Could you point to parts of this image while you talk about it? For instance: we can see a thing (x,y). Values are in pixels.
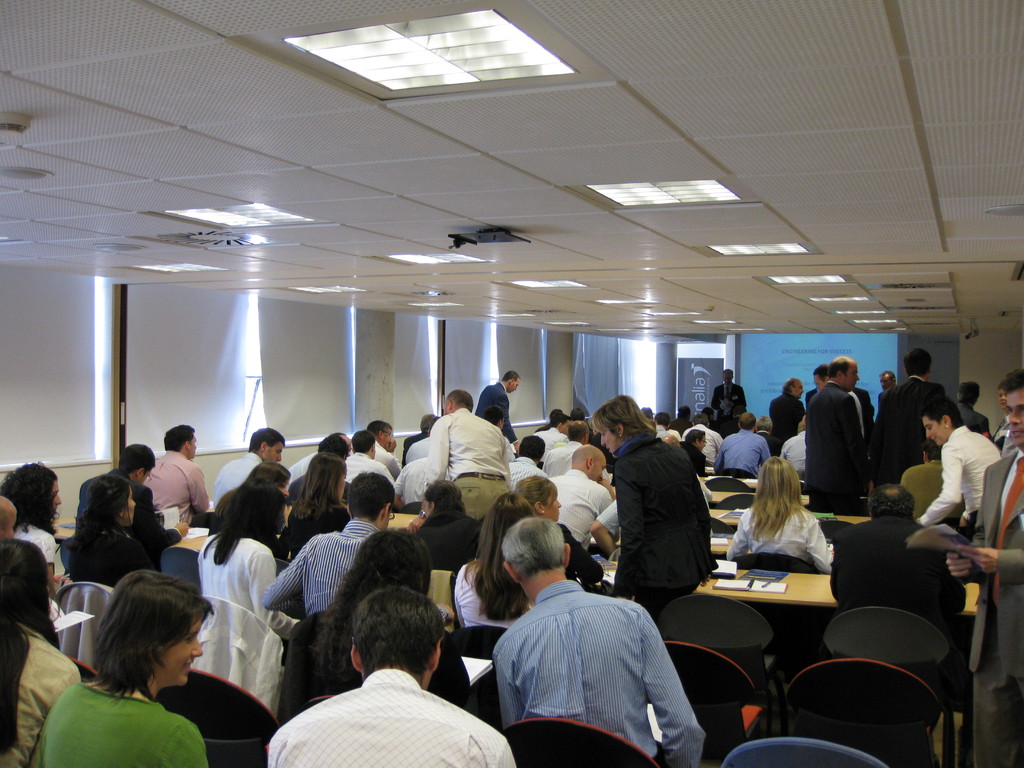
In the picture we can see an office seminar room (546,563) with employees (382,561) sitting in the chairs (732,645) near the desks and on the desks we can see some books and pen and in the background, we can see a glass window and curtains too and we can also see a screen (744,340) and to the ceiling (135,227) we can see the lights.
